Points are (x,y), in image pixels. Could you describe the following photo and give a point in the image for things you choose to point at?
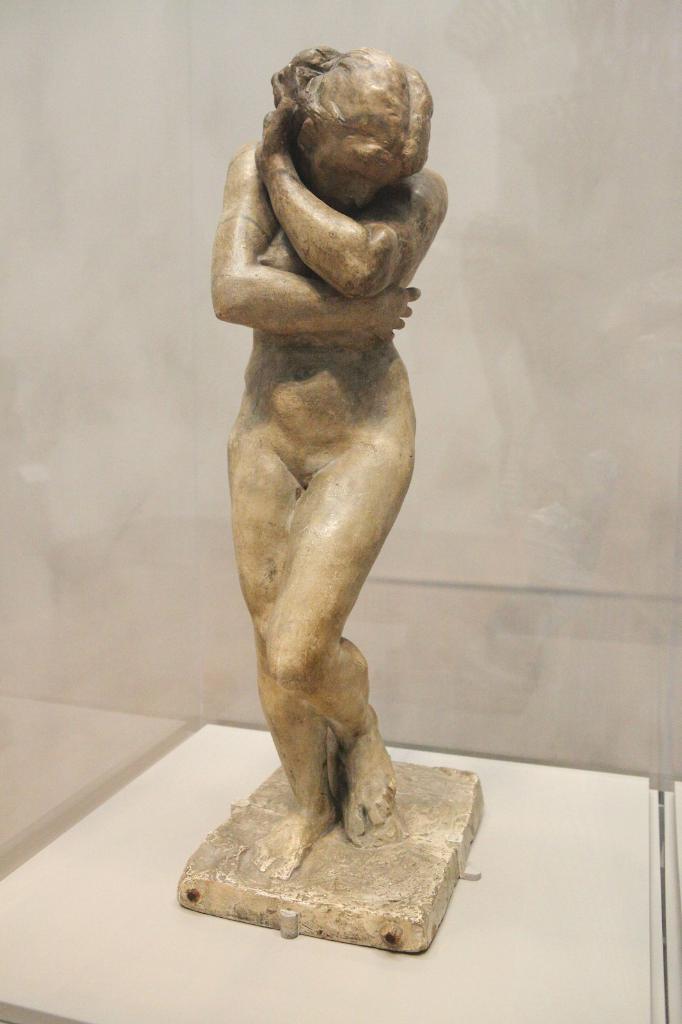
In this image we can see statue (283,865). In the background (84,489) there is a wall (498,625).
